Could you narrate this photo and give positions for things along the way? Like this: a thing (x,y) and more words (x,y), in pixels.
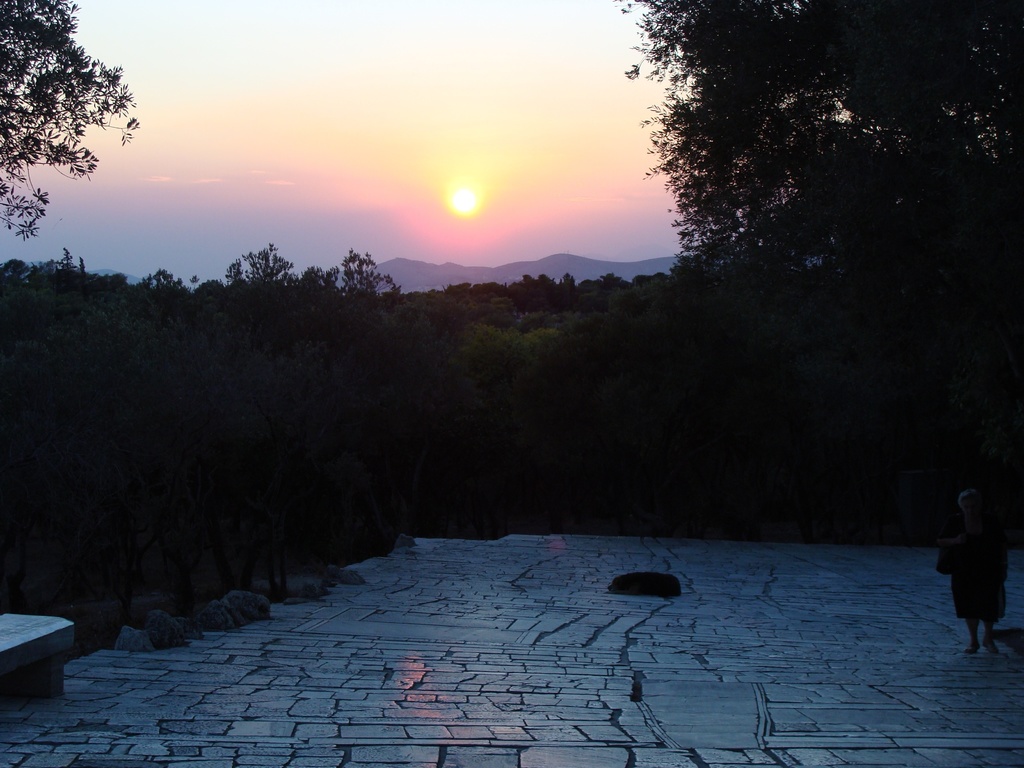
In this image, these are the trees (598,330) with branches (132,364) and leaves (345,359). At the bottom of the image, I can see a dog (641,593) sleeping and a person (969,619) standing. On the left side of the image (43,671), It looks like a bench (55,665) and the rocks (158,641). In the background (392,274), I can see the mountains (470,268), which are behind the trees (473,352). This is the sun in the sky (459,179).
